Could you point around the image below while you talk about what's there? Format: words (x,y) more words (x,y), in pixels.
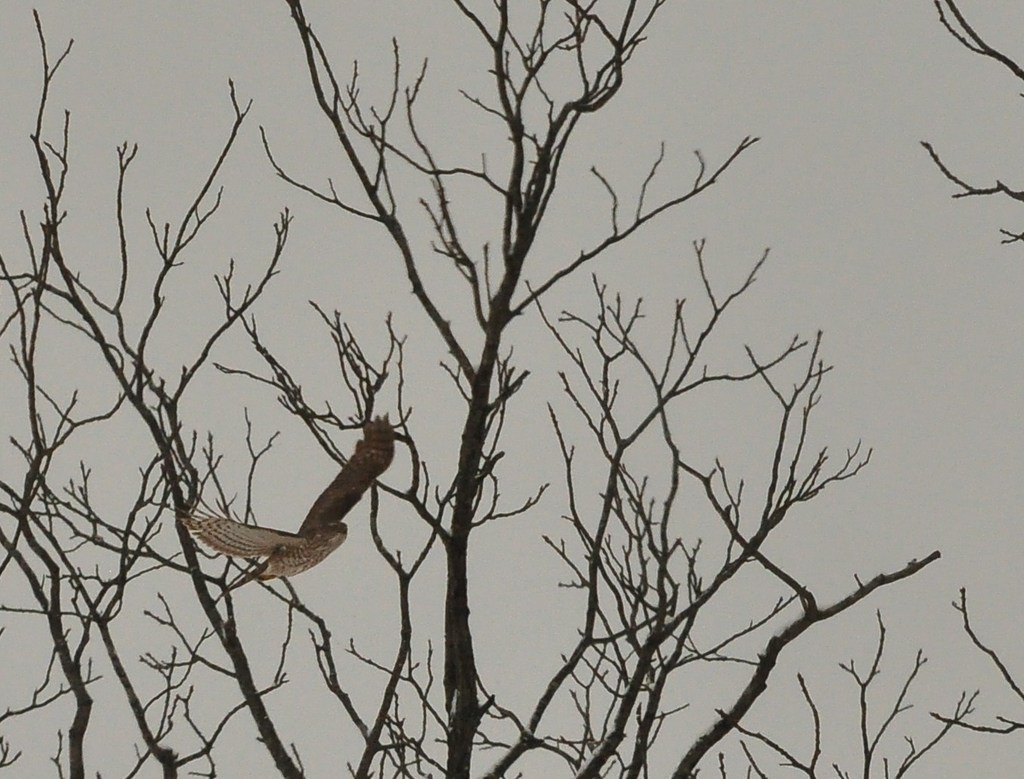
In this image I can see the bird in white and brown color and I can also see few dried trees (606,642). In the background (714,224) the sky (488,196) is in white color.
